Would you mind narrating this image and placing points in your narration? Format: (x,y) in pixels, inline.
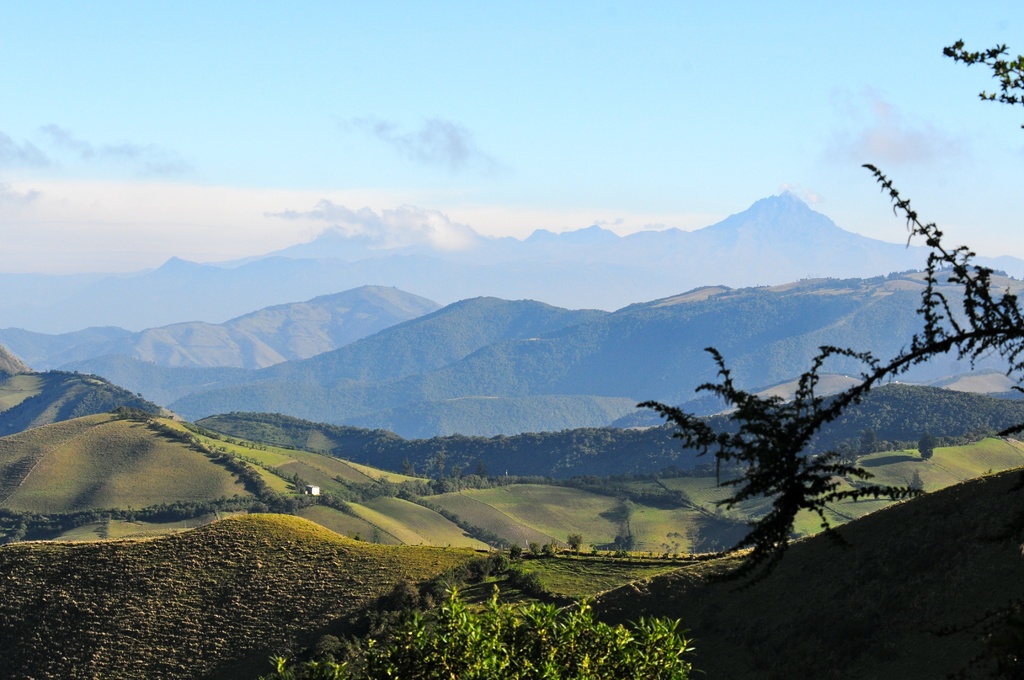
Here in this picture we can see mountains (358,366) present all over there, that are covered with grass (128,591) and plants (348,591) and at some places we can see trees (903,411) also present over there and we can see clouds (91,192) in the sky (491,167) over there.
